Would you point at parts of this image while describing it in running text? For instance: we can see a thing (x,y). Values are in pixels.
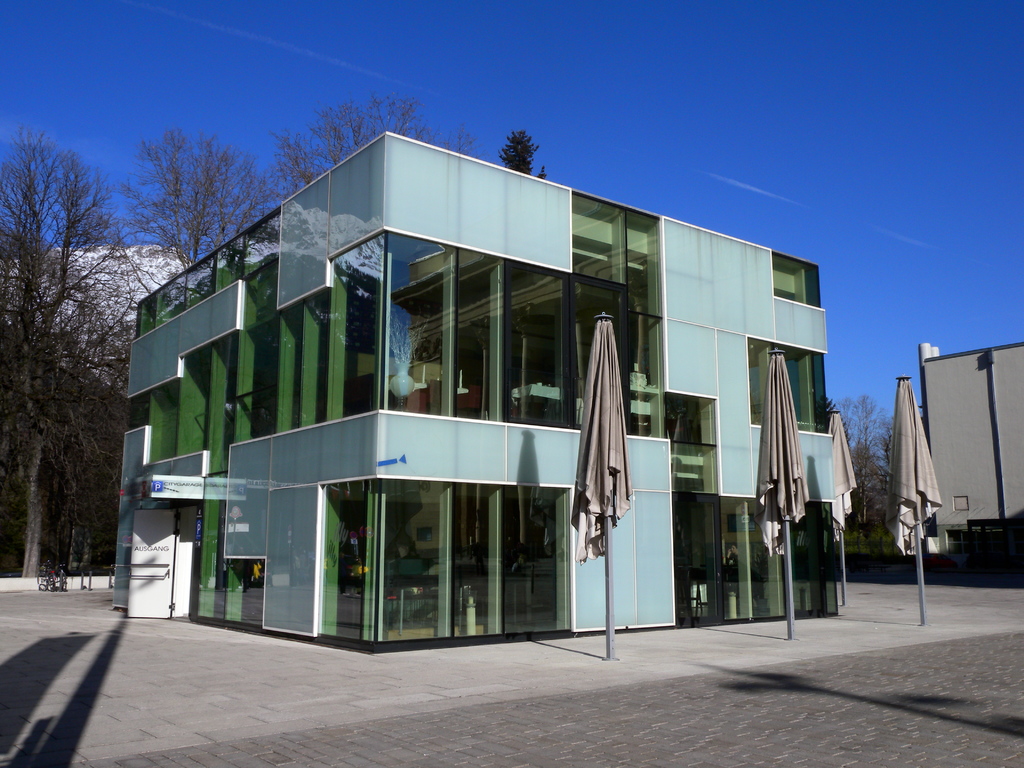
In this picture we can observe a building (537,337). There are some glass windows (393,379). We can observe poles (608,526) in the background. There are some dried trees (36,409) and a sky (544,74).
